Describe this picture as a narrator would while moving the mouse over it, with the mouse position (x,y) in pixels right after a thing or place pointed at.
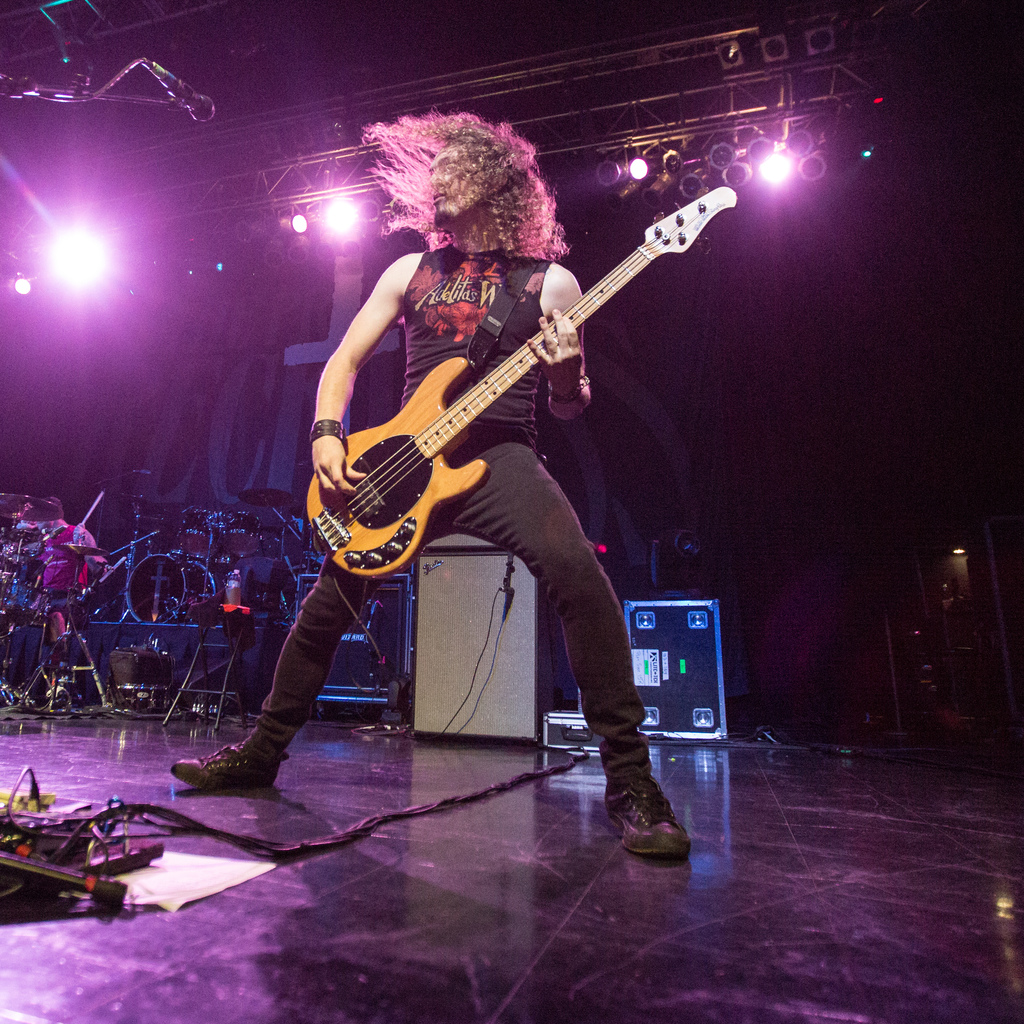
In this image it seems like there is a concert in which a man (411,375) is performing with a guitar (381,483) in his hand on the stage (338,832). At the background (93,560) there is another man (46,570) who is playing the drums (40,565). At the top (769,156) there is light (782,163) and mic (207,114).
